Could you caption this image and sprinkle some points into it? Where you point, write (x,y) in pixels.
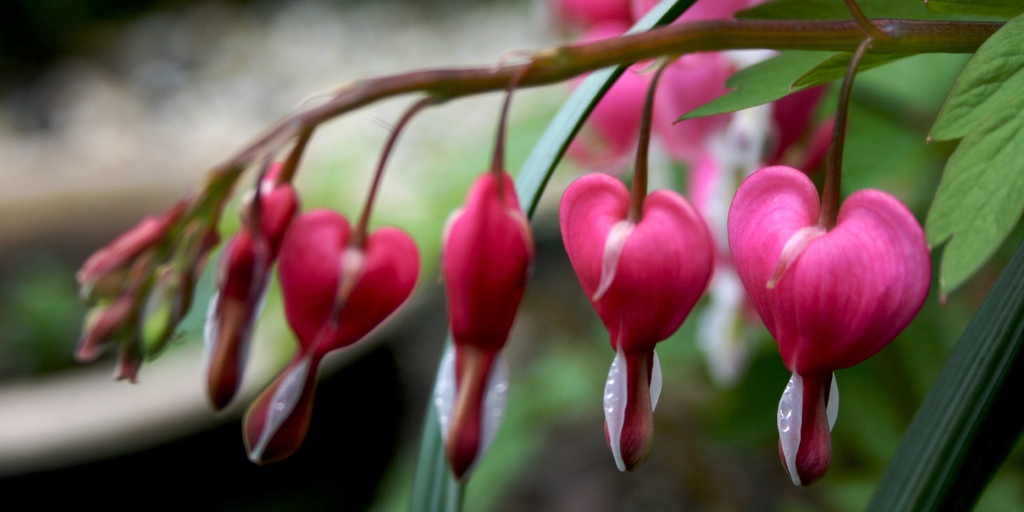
In this image we can see a flower (577,213) which is in pink color and we can see leafs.
